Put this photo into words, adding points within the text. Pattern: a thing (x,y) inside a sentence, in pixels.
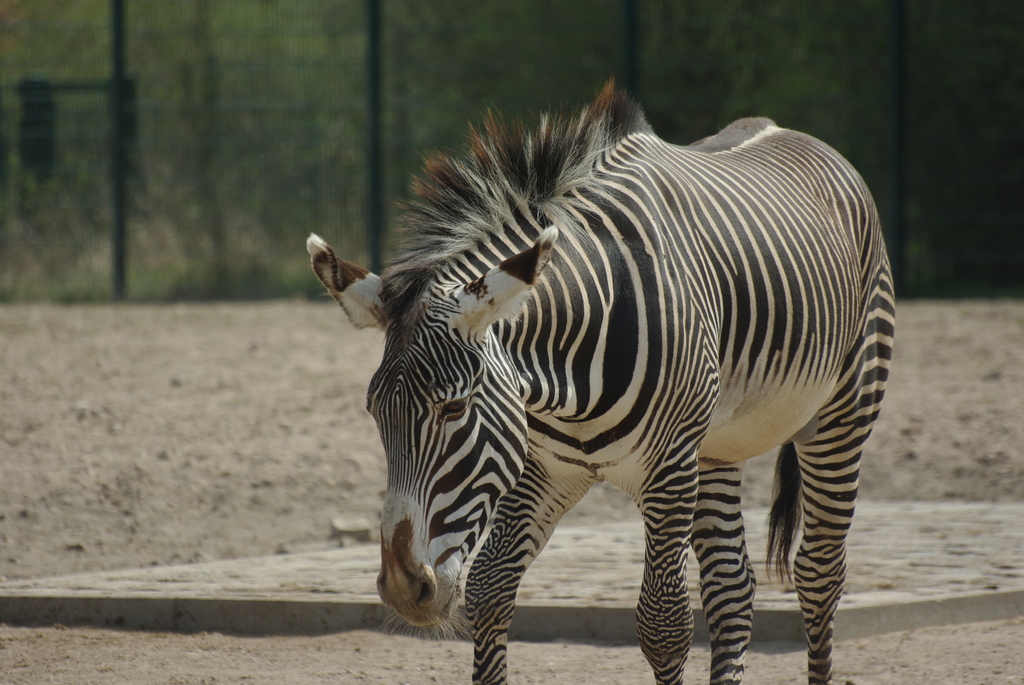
Here I can see a zebra (601,313) is walking on the ground (184,648). In the background (217,124) there is a net fencing (232,134), behind there are few plants (263,166).
